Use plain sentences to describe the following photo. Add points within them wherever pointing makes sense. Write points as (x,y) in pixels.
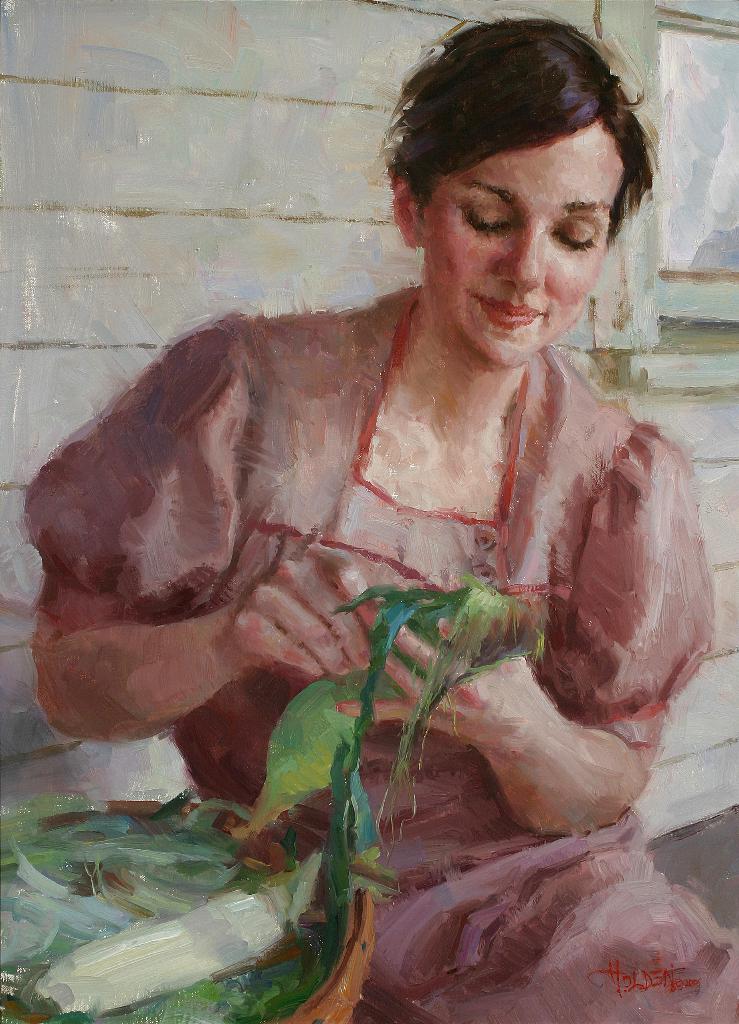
It is a painting, in this a woman (419,969) is there. She wore dress (556,630), behind her there is the wall (225,244).
